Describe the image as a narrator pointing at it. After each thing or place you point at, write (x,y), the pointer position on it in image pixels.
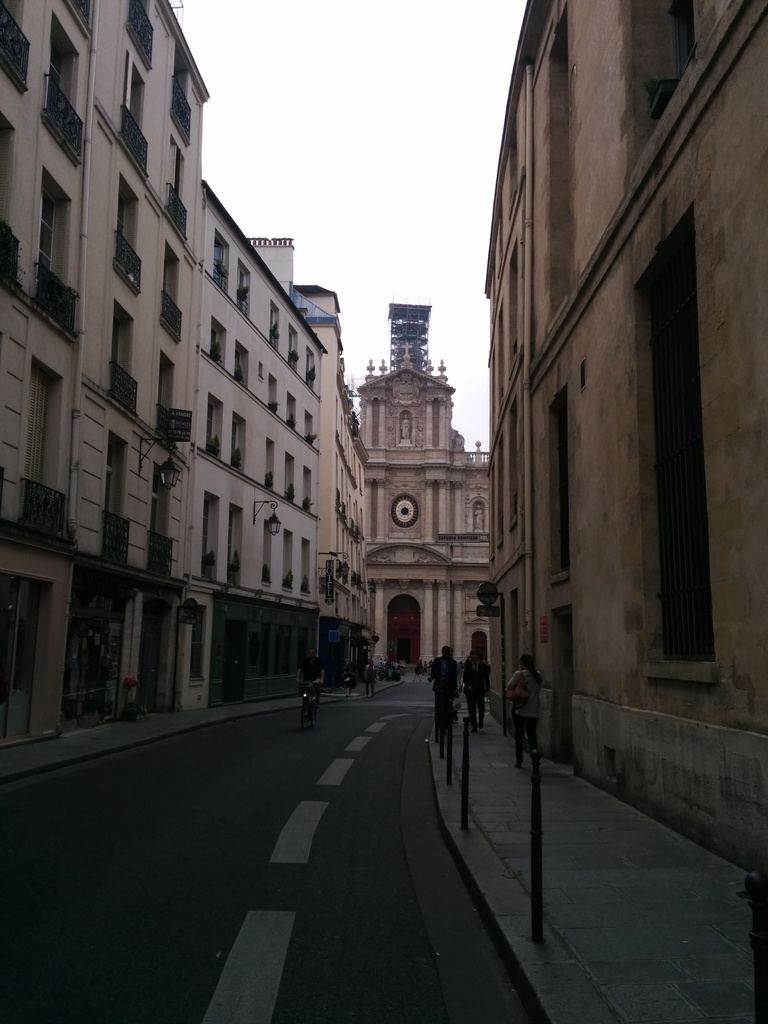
In this image we can see street (270,804) on which there are some persons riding bicycle (312,698), at the right side of the image (555,844) there is footpath (498,757) on which there are some persons (530,715) walking, there are some buildings (517,406) at right (621,448) and left side of the image (176,353) and at the top of the image (311,138) there is clear sky (336,95).
